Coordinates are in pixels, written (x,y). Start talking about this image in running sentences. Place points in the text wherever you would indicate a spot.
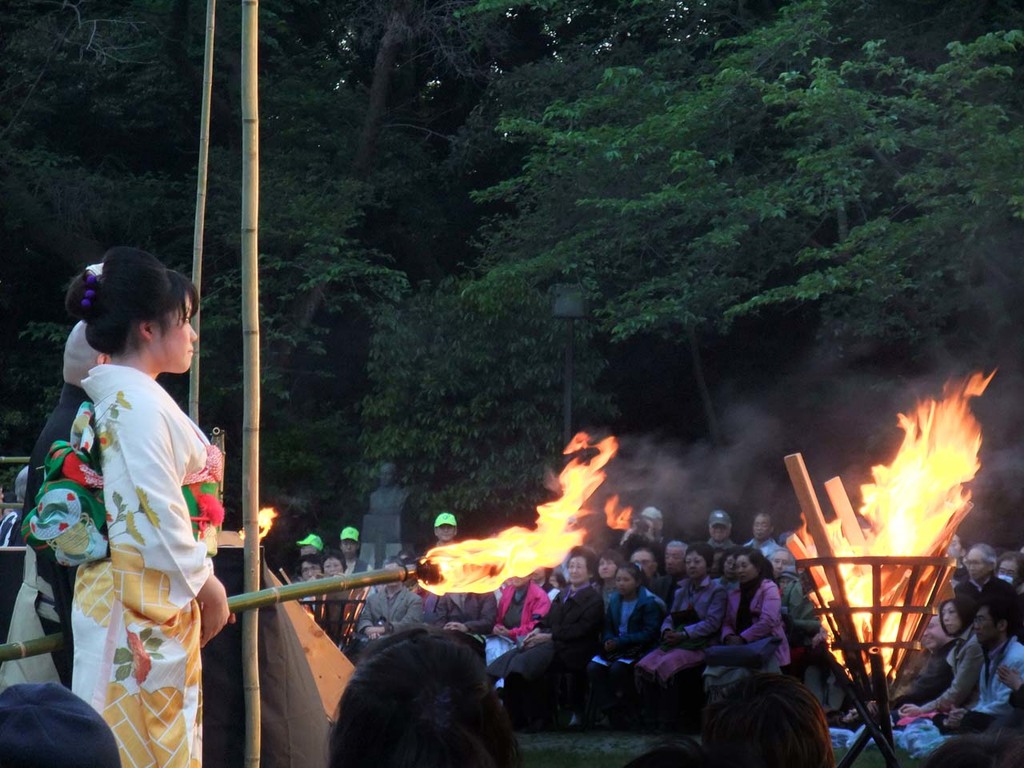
In this image, we can see a woman (135,413) standing, there are some people (660,649) sitting, we can see fire (476,580) and there are some trees (221,416).
